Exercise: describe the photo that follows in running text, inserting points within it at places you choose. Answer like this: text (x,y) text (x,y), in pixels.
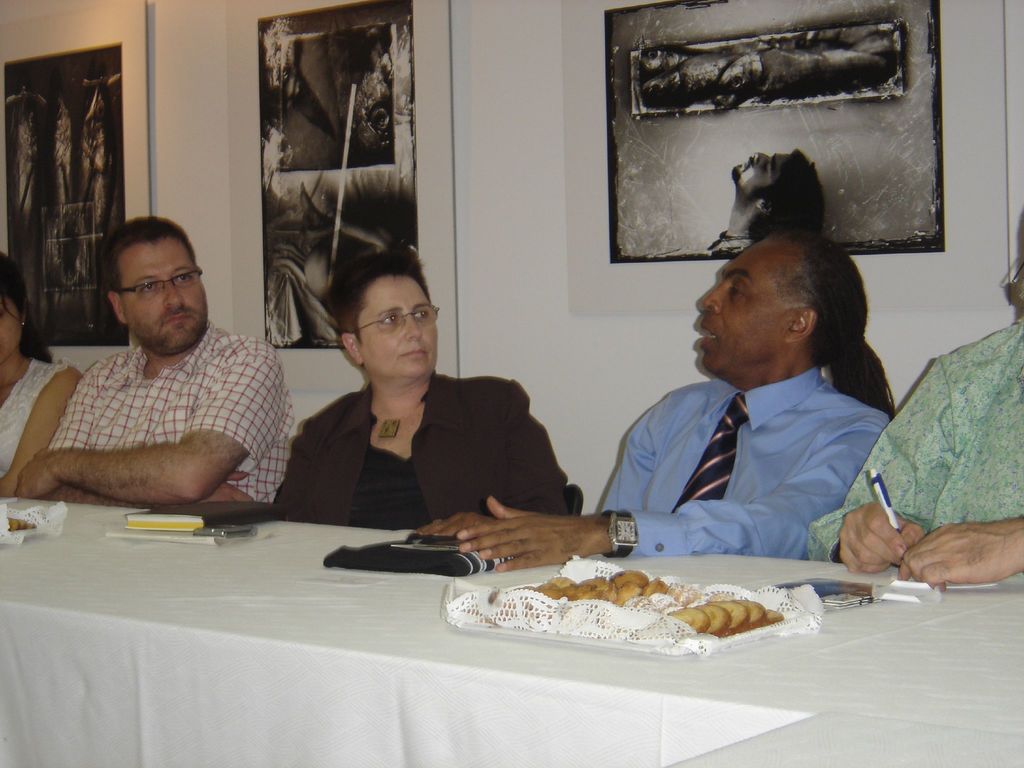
A person (717,343) is sitting in the chair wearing tie (713,463), shirt (774,442) and speaking there is a food (729,613) on the table (732,572) behind there is a wall (623,357) of image.
